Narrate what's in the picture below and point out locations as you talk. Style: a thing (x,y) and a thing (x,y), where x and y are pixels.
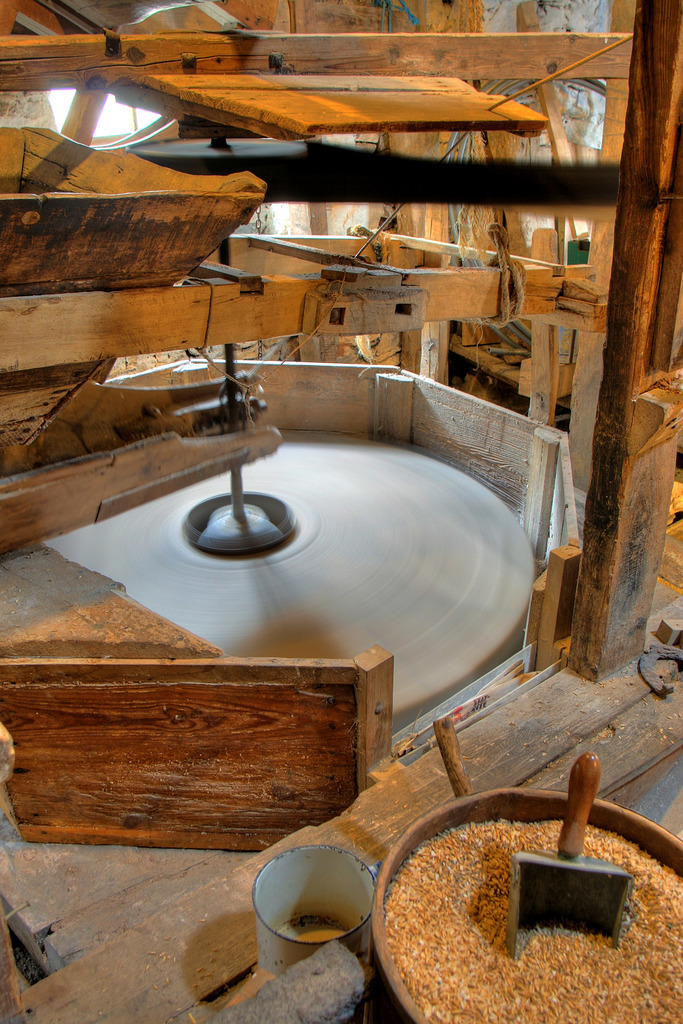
In this picture there is an wooden object (315,375) and there are few grains (580,972) in the right bottom corner (591,968).
